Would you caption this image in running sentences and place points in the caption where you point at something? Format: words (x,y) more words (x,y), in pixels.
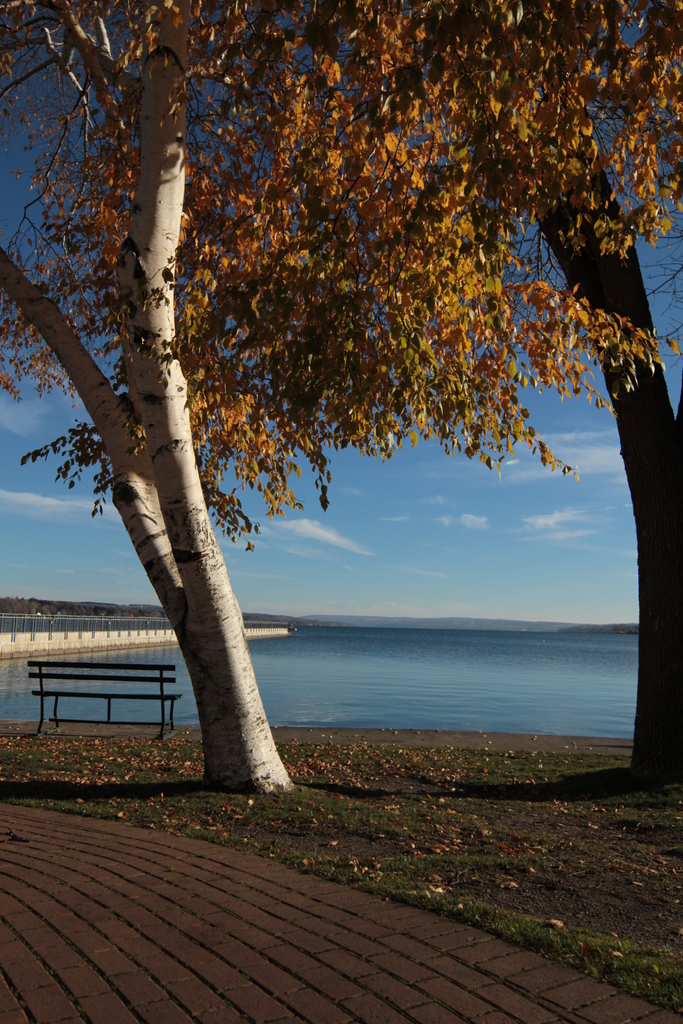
In this picture we can see a bench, leaves (100,781) and trees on the ground (232,827) and in the background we can see water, sky (347,469) with clouds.
